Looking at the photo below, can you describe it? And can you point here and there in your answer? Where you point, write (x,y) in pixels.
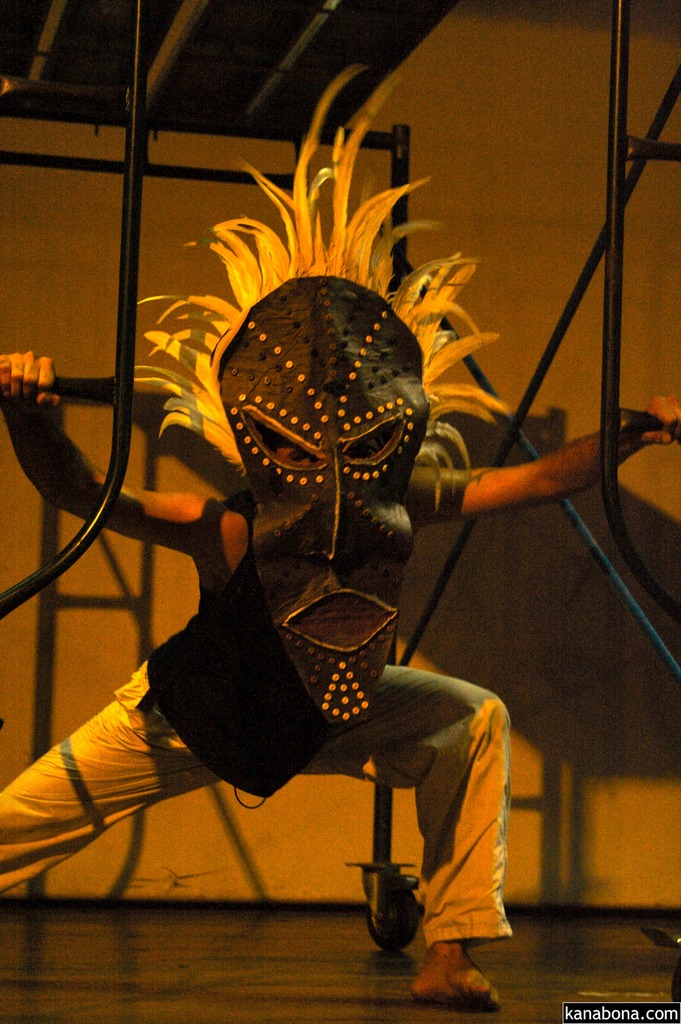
In the center of the image (387,596) there is a person (381,715) wearing a mask (353,590). In the background of the image (466,170) there is wall (222,192). There are rods (124,211). At the bottom of the image (274,995) there is floor (259,982).
